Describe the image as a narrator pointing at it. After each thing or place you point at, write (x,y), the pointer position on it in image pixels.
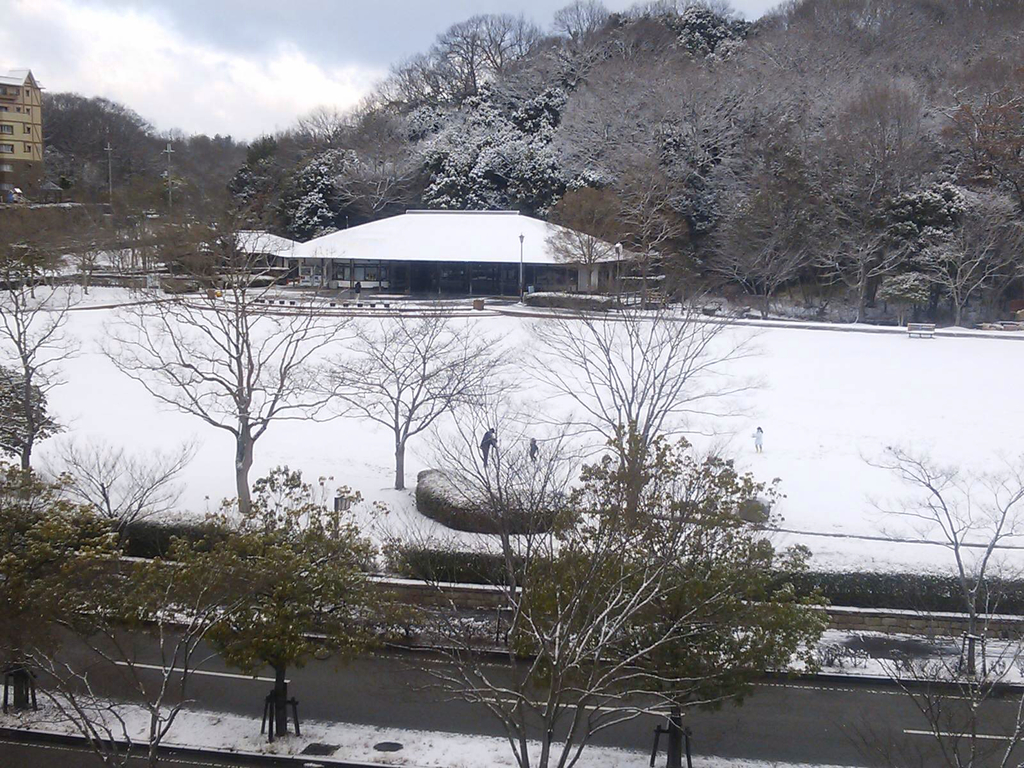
In the foreground of the image (10,584) we can see snow (311,729) and trees (549,613), In the middle of the image (494,432) we can see snow (742,376), a house (383,276) and some persons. On the top of the image (54,74) we can see the sky (215,72), building (10,103) and some trees (356,130).
